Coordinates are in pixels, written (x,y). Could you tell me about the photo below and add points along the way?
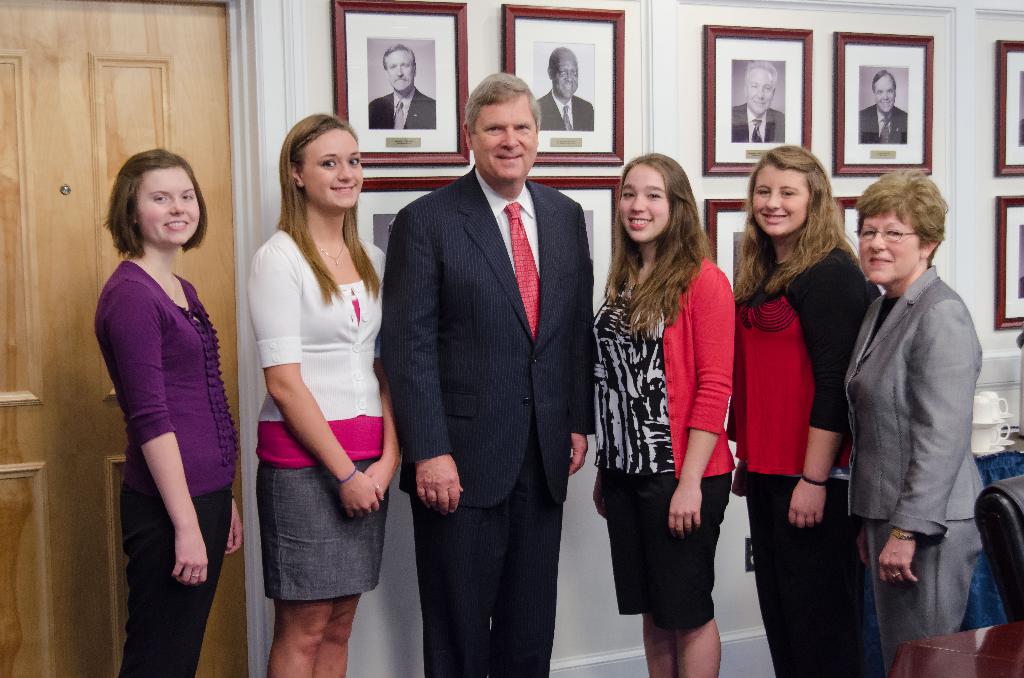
In this image I can see a group of people (584,421) standing. On the left side (79,363) I can see a door (101,130). In the background (593,87), I can see the photo frames (863,110) on the wall (970,156).
